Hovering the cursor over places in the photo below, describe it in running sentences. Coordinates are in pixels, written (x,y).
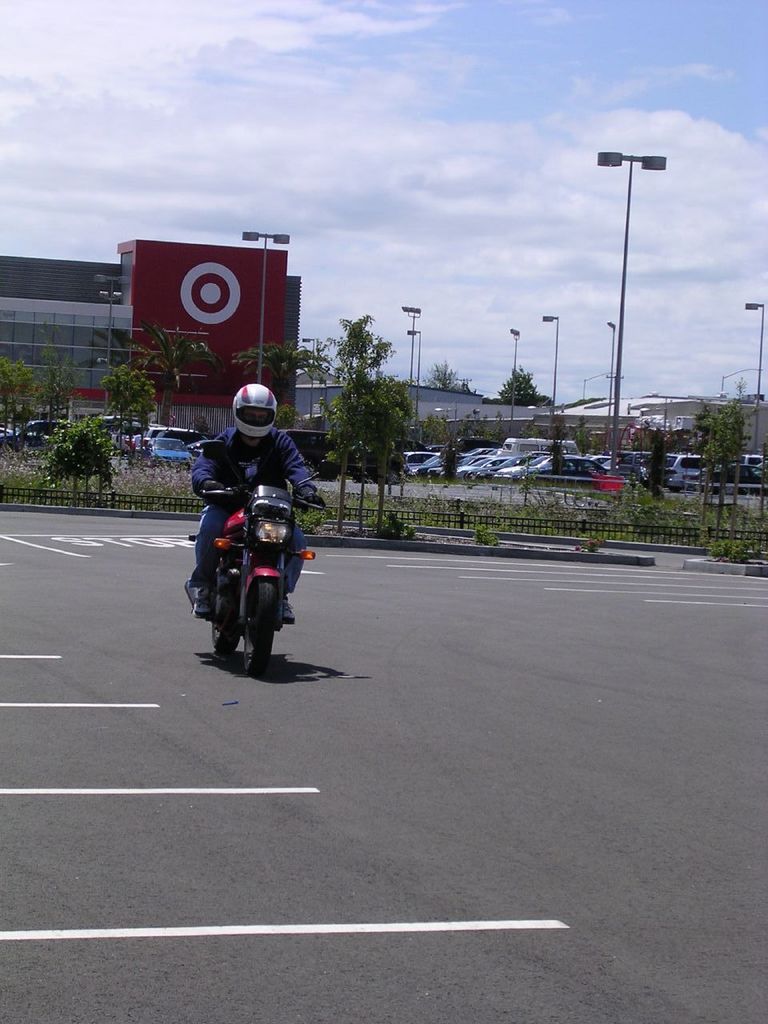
This is an outside view. Here I can see a man (242,464) is riding a bike (244,611) on the road (228,755). In the background (78,428) there are some vehicles (588,476), trees (402,398), poles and buildings (203,301). At the top of the image (352,100) I can see the sky (311,99) and clouds (172,166).
